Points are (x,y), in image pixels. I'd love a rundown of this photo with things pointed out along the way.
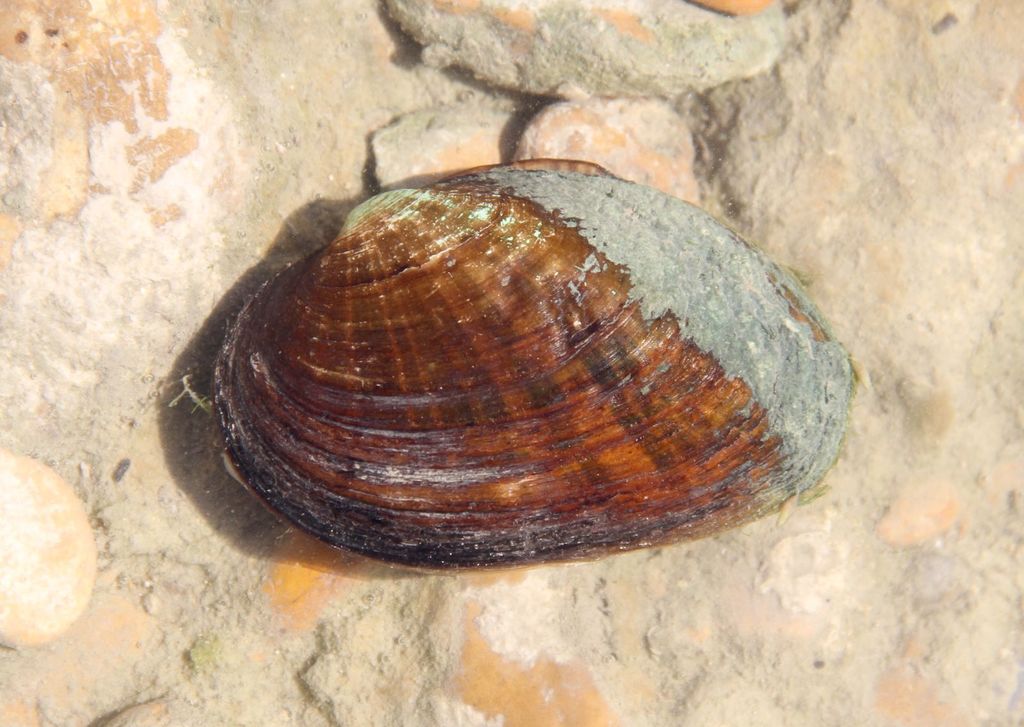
This image consists of a shell (608,455). It is in brown color.
